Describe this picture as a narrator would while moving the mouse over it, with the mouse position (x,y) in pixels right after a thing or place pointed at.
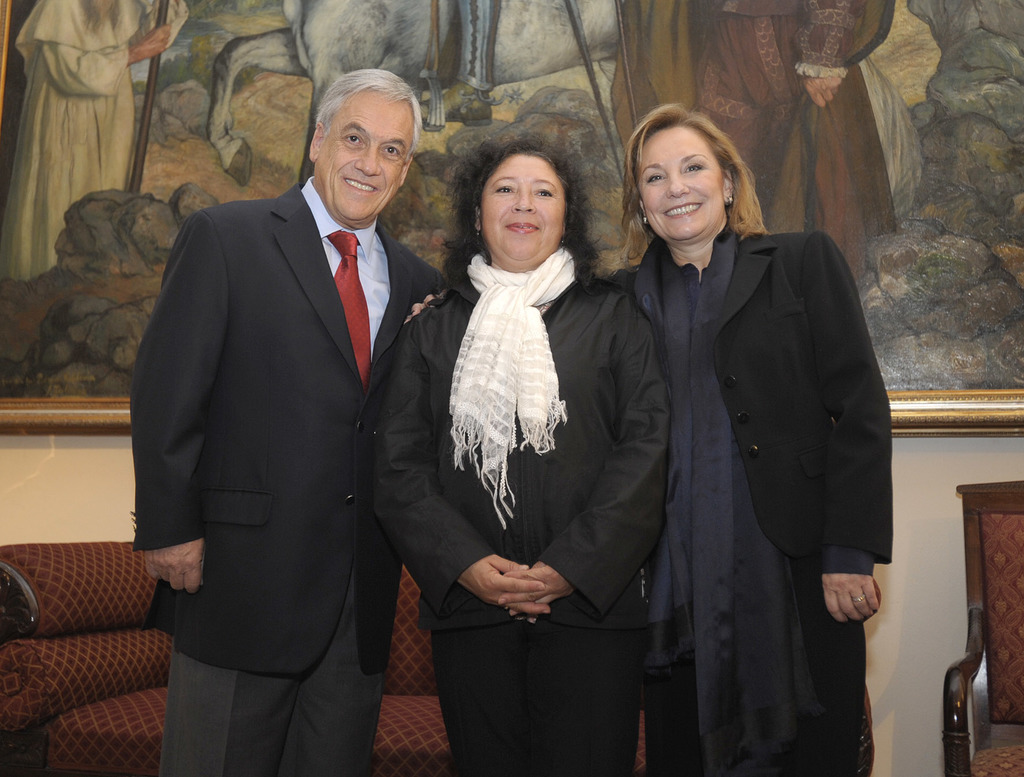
In the image we can see there are three people (459,439) standing and there is photo frame (126,143) on the wall (79,471). Behind there are chairs (58,692) kept on the ground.
